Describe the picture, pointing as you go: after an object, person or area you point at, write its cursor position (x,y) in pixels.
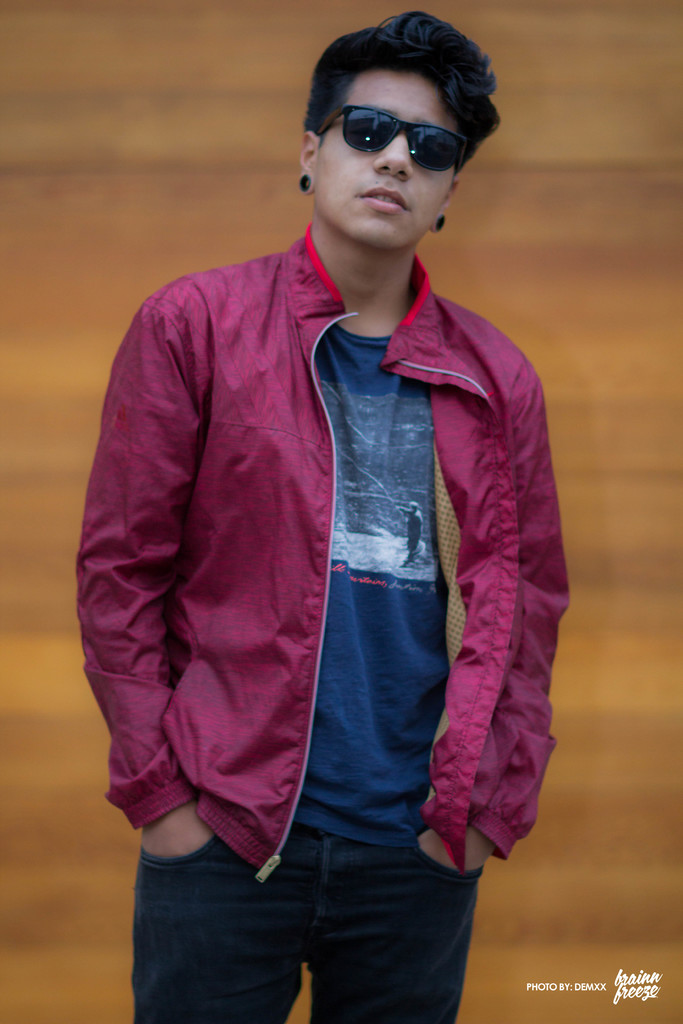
In the center of the image (392,368) we can see a man (389,187) wearing glasses (410,126) and standing and the background (557,167) is blurred. We can also see the text (590,989) at the bottom (625,996).
